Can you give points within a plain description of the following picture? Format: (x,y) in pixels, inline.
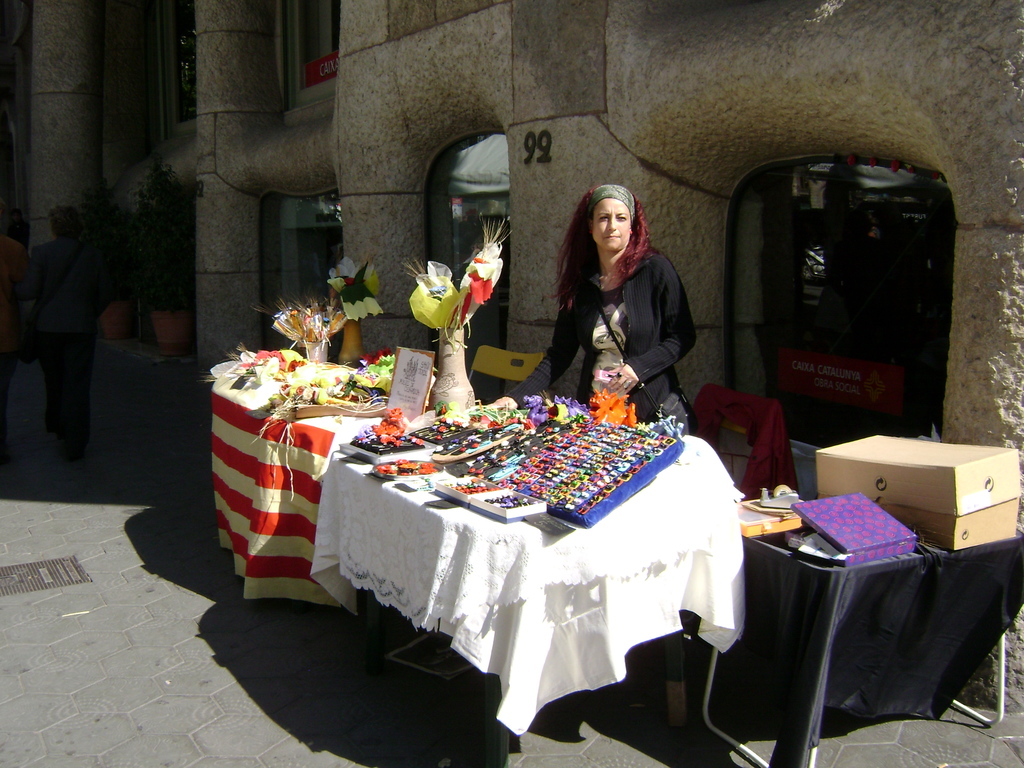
This is a building (781,279) with windows (809,210). Here we can see a women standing near to the table (394,515) and she is selling few products (610,494). At the right side of the picture (885,631) we can see a table (869,626) with black color cloth (872,620) and we can see few boxes (882,546) on it. Here we can see few persons (88,357) walking. These are pot plants (166,188).
